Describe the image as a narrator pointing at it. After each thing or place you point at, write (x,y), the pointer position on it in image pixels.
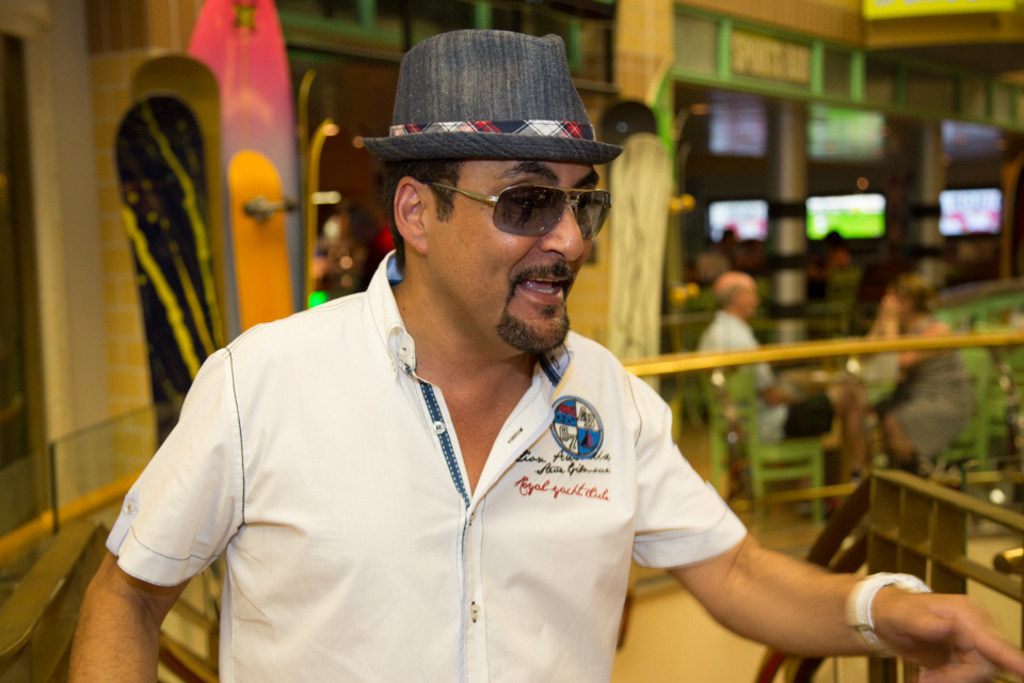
In this image, we can see a person (657,478) wearing clothes (366,398) and hat (461,95). In the background (101,306), image is blurred.
